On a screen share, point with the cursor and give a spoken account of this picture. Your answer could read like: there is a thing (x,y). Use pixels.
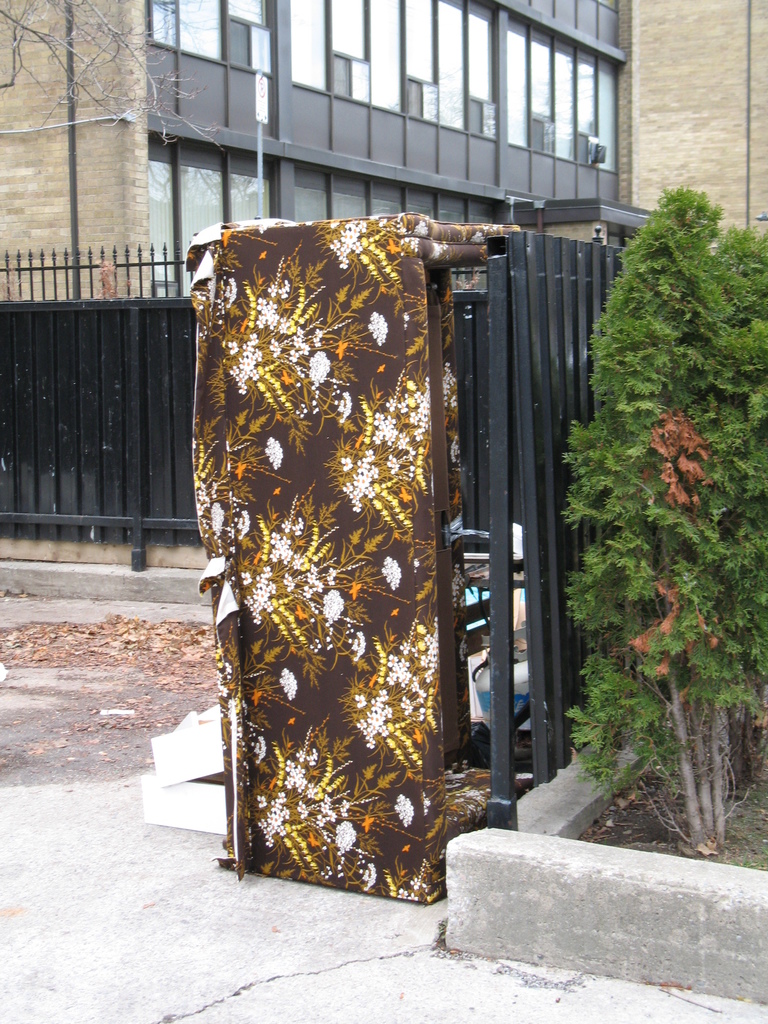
In this image we can see black color fencing (78,521), some plants (596,444) and at the background of the image (339,166) there is building (738,208).
